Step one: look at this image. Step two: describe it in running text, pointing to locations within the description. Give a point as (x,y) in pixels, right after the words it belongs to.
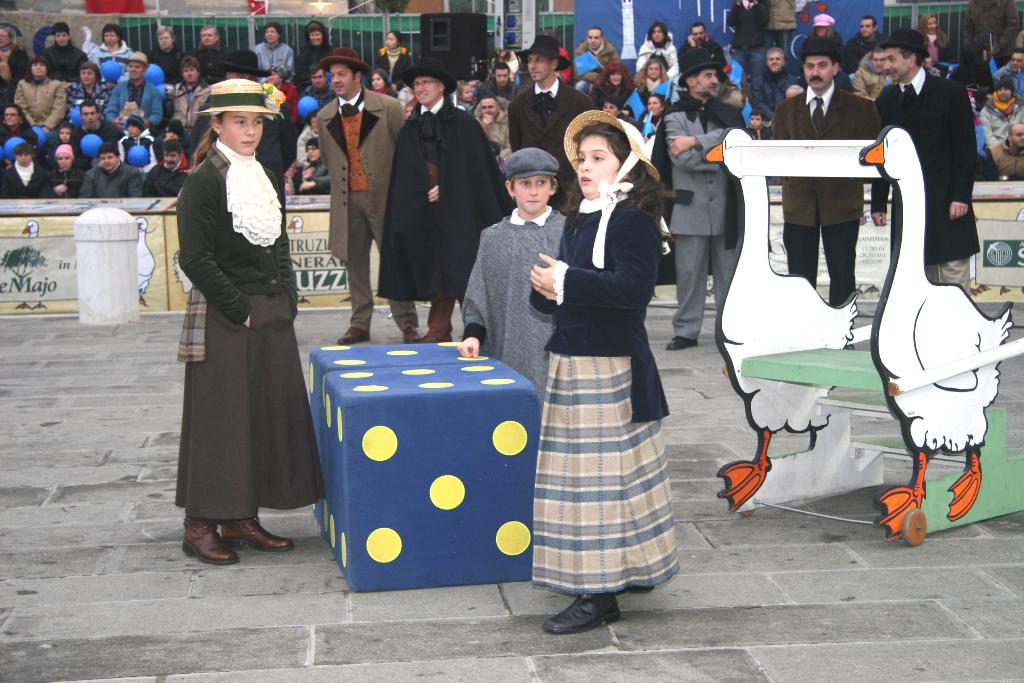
In this Image I can see few people (614,422) standing and wearing different color dress (550,218). I can see a blue and yellow boxes (501,457), white pole (112,277), few people (87,133) sitting. In front (945,416) I can see a duck vehicle (919,311).
